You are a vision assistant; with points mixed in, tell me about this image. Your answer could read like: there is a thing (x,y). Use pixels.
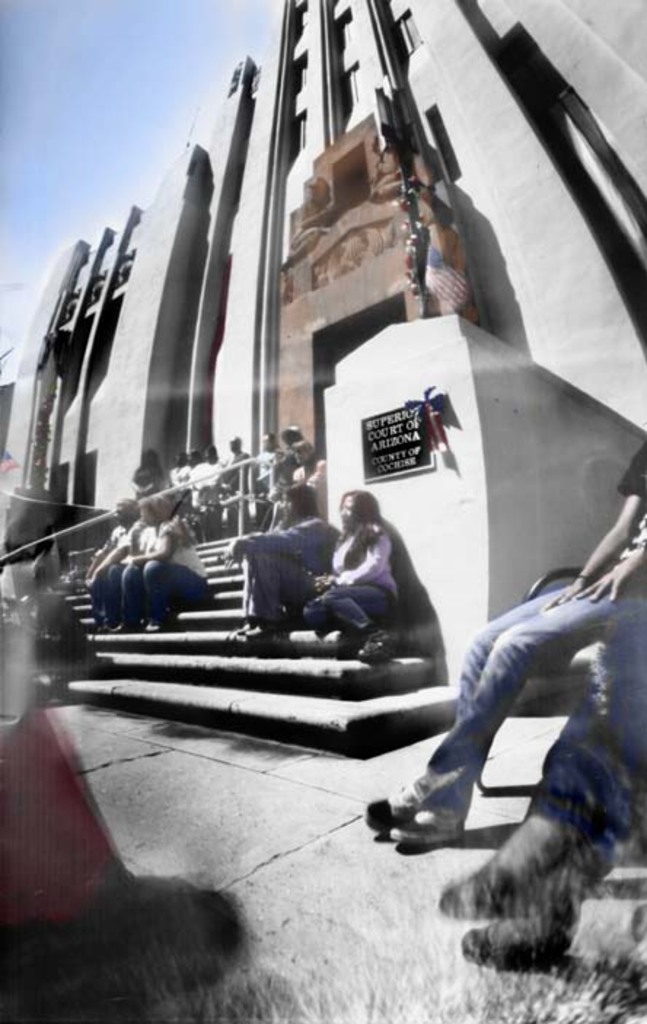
In the image we can see there are people (285,577) sitting on the stairs (272,652) and others (229,463) are standing near the building (290,320).
